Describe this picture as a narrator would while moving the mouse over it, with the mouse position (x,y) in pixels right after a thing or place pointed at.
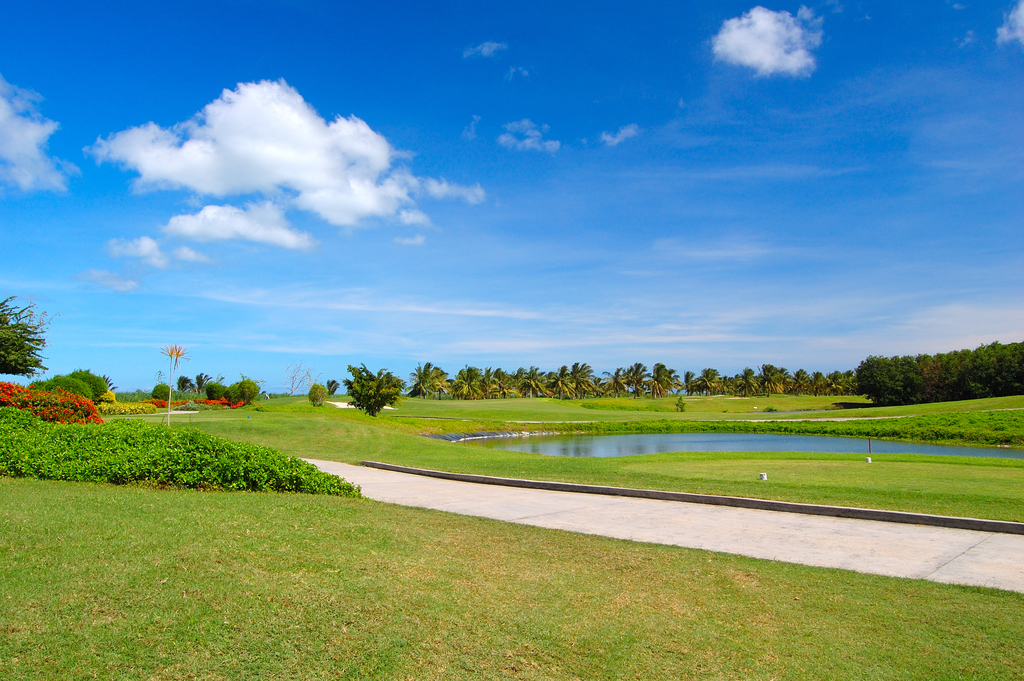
In this image we can see grass (377,414), trees (582,389) and a pond of water (674,451).
